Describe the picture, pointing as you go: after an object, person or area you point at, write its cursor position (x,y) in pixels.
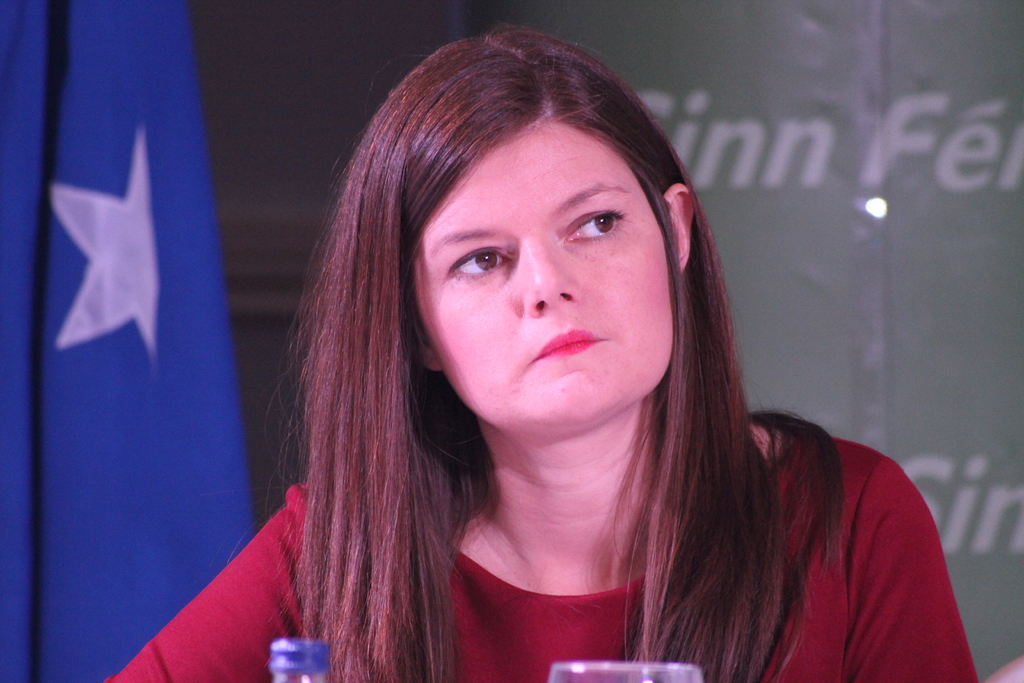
Here in this picture we can see a woman (389,288) in a red colored dress (241,641) present over a place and in front of her we can see a glass (614,669) and a bottle (295,666) present and behind her on the left side (165,196) we can see a flag post (120,155) present and beside it we can see a banner (941,45) present.
